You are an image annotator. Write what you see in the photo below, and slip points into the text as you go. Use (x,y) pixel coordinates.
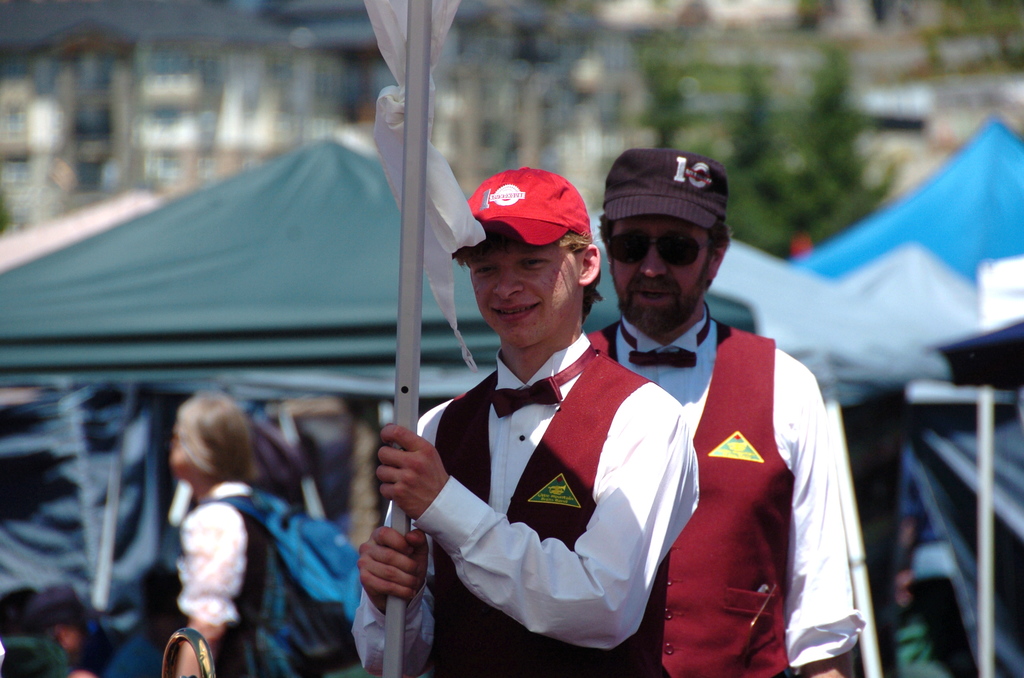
In the center of the image (537,265) there is a boy (595,550) holding a pole (421,37) in his hand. He is wearing a red color cap (537,219). Behind him there is another person (705,343) he is wearing a black color cap (639,189). In the background of the image (83,277) there are tents (293,215), trees (833,194), buildings (36,77). There are people (241,463).
